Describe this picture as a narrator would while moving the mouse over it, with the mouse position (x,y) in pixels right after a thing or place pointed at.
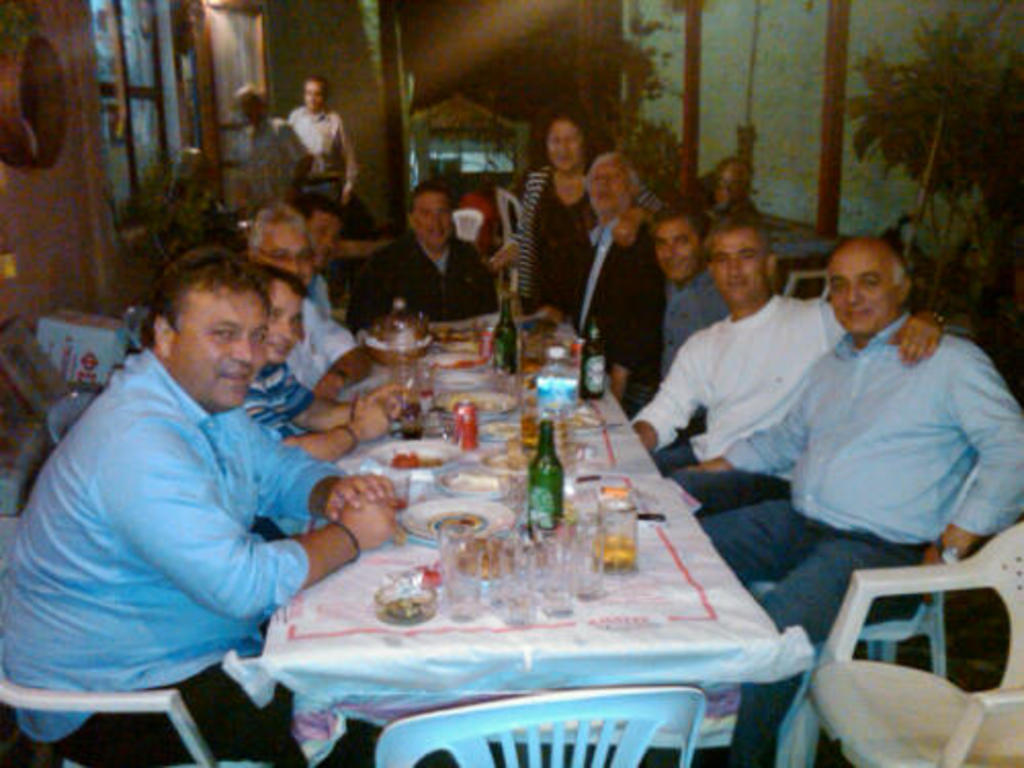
In this picture we can see a group of people (240,705) who are sitting on a chair (902,632) and having a food (416,457). Here we can see two persons (266,184) standing on the top left (318,174).
